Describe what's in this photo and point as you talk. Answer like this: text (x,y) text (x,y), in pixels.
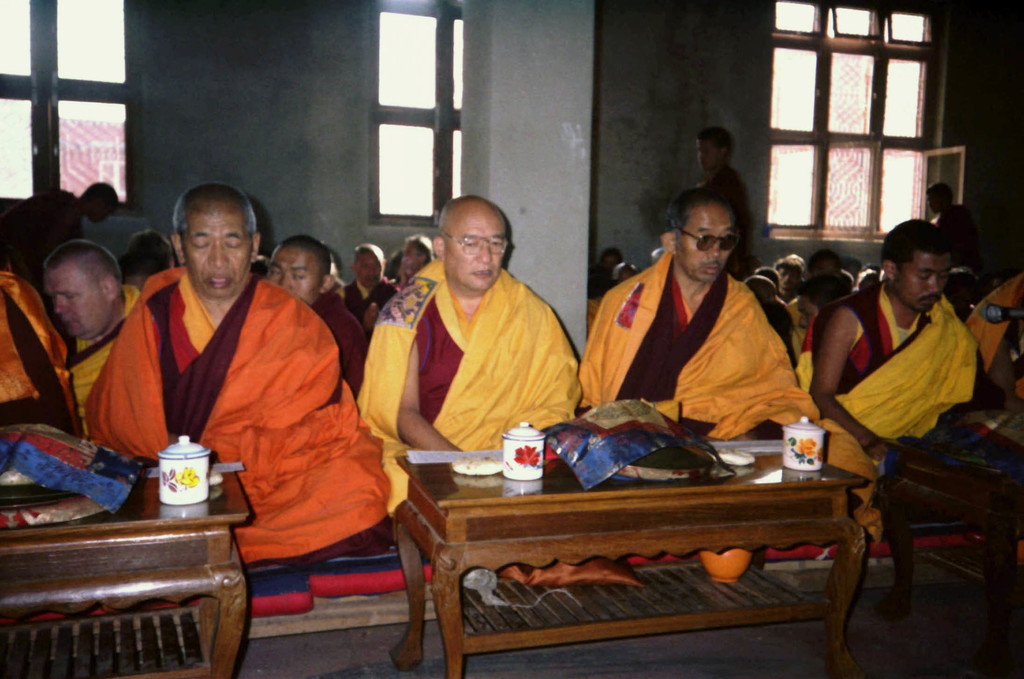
As we can see in the image there is a window (402,135), wall (284,190), few people (62,380) sitting on floor (740,678) and in the front (492,537) there are three tables (495,506).
